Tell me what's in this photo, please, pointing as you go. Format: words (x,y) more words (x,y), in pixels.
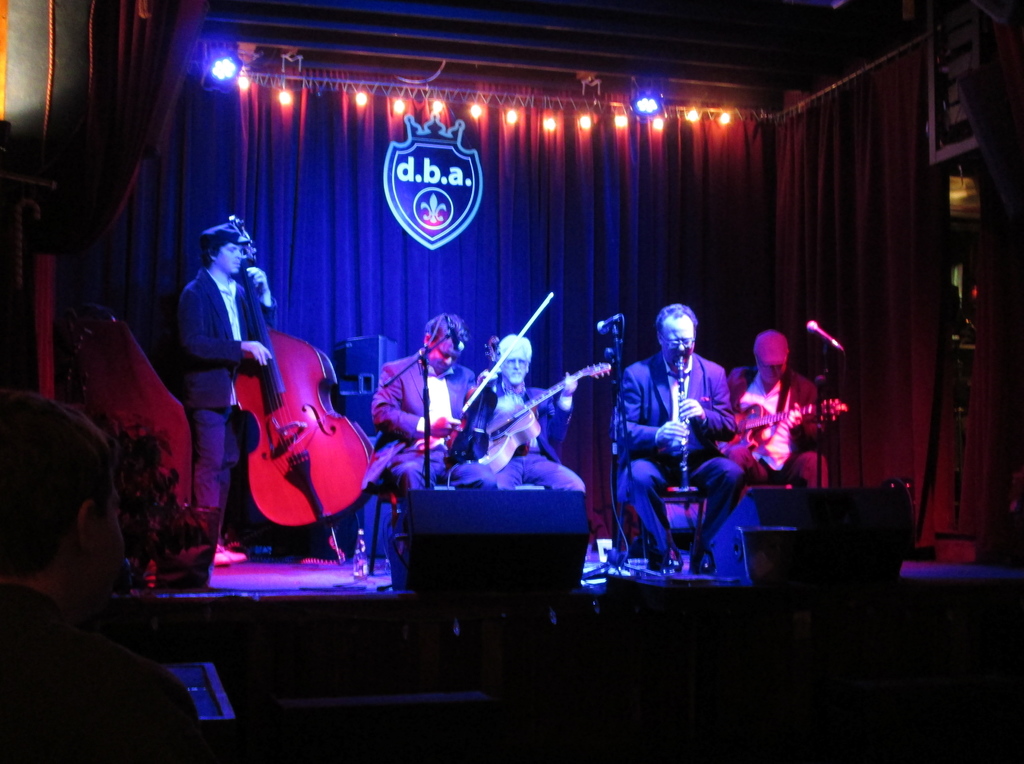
In this image there are group of people (767,405) who are sitting and on the left side (227,352) there is one man (233,336) who is standing and he is playing a bass (295,429), and in the center (466,376) there are group of people (668,389) who are sitting and they are holding some musical instruments (523,412). And on the background (372,185) there is a curtain (289,193) and some lights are there, and in the bottom (102,595) there is one person (77,594) beside that person (121,544) there are some flower pots (154,444) and on the right side (908,255) there is a curtain (886,293) and some mikes (843,354) are there.
